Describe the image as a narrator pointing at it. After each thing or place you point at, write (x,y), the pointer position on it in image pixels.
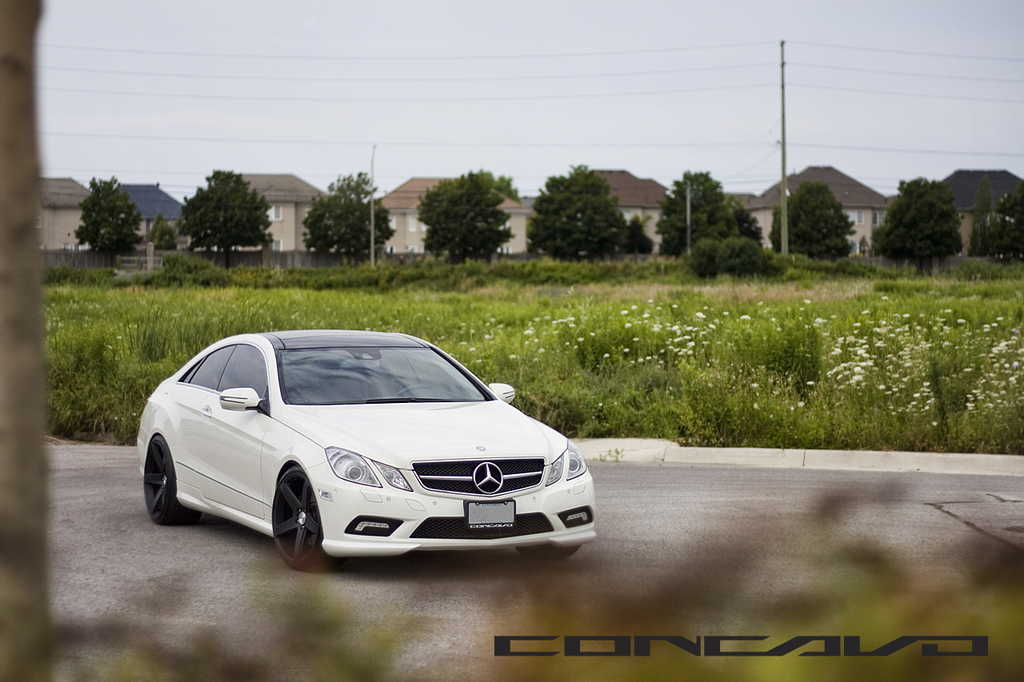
In this image I can see the vehicle (391,553) on the road (423,562). To the side of the road (731,498) I can see the white color flowers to the plants (643,359). In the background (614,238) I can see many trees (490,246), houses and the sky (391,101).
